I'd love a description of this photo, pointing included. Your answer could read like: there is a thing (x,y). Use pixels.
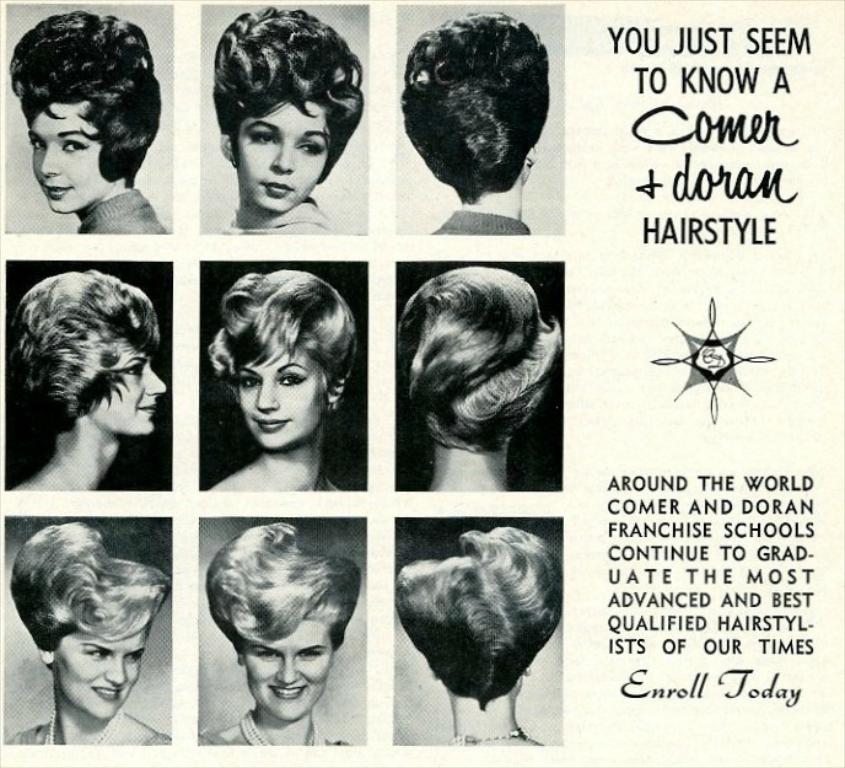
In the image in the center (522,361) we can see one paper (376,555). On the paper (319,329), we can see few human faces (64,161) and we can see they were smiling. And we can see something written on the paper (626,385).
